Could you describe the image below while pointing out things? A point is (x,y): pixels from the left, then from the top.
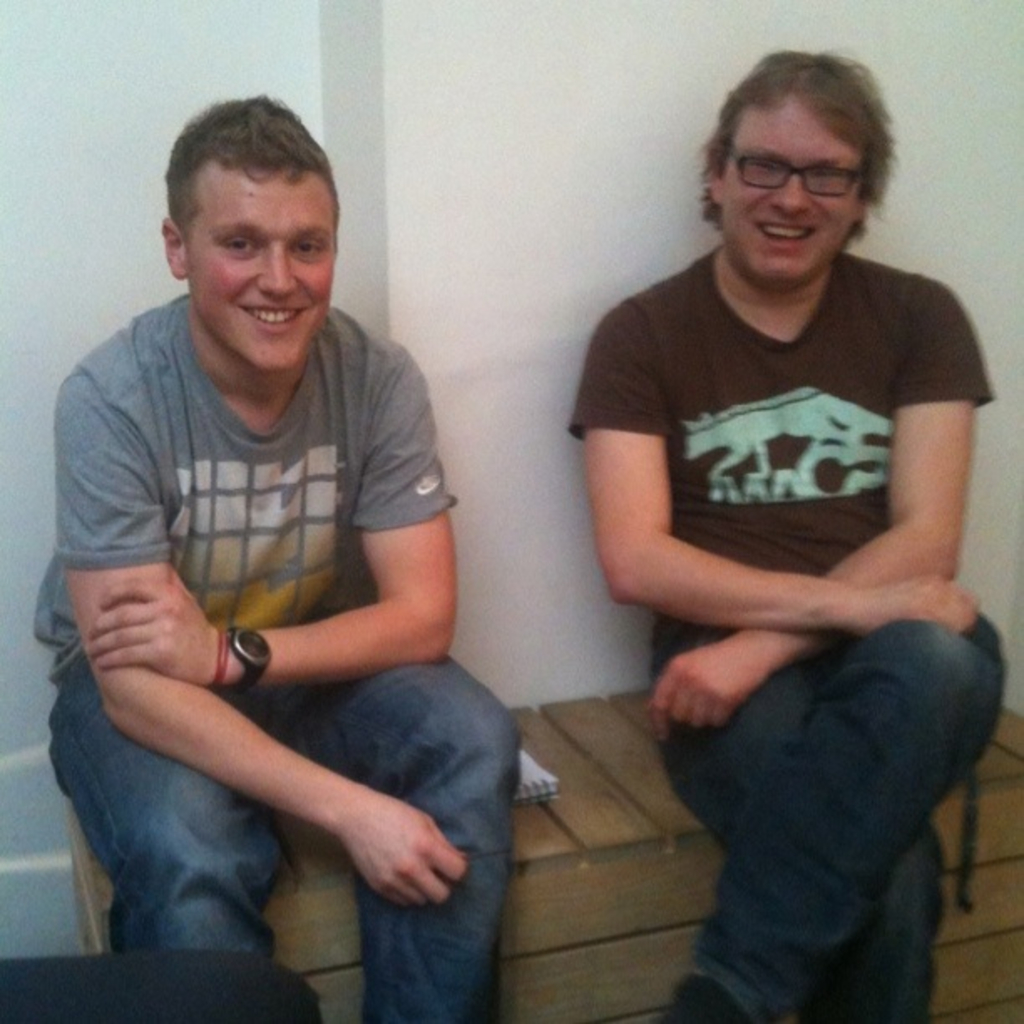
In this image there are two men (704,570) sitting on wooden object (520,878). Person (311,666) on the left (231,660) is wearing a watch (244,650). Person (820,464) on the right (839,265) is wearing a specs (789,170). In the back (421,118) there is a wall (412,161). On the wooden object (561,764) there is a book (527,784).
